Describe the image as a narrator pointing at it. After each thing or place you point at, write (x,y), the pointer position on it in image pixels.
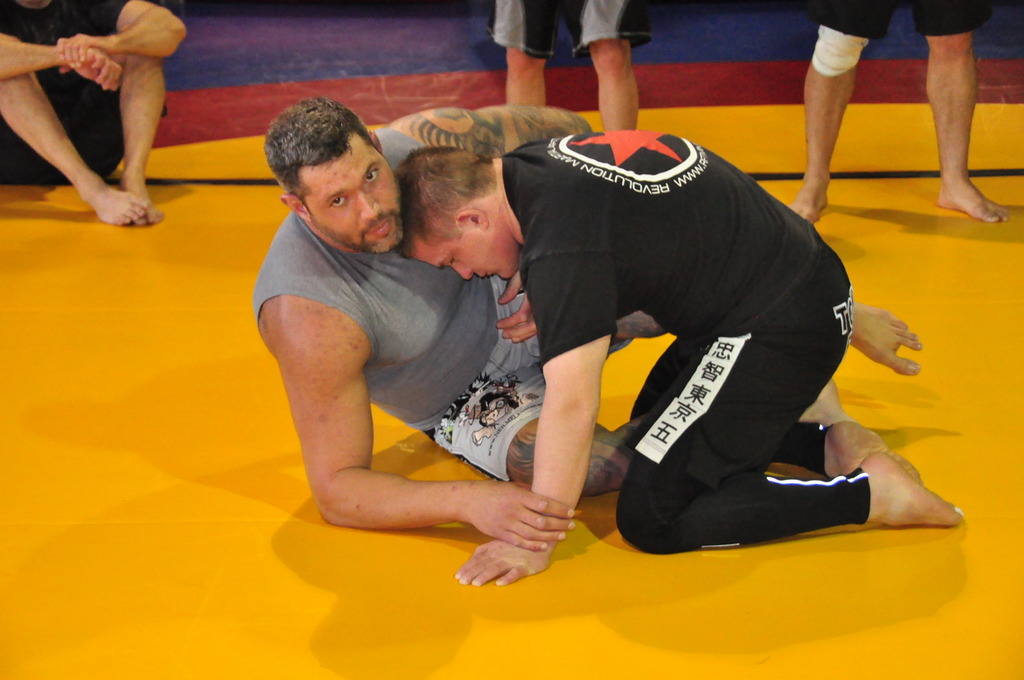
In the picture I can see a person (299,413) wearing grey color T-shirt (395,358) is having a tattoo (532,131) on his left hand (458,130) and sitting on the yellow color floor (732,559) and we can see another person (668,318) wearing black color dress (653,391) is sitting next to him. In the background (27,87), we can see three person (90,87) among them we can see a person (48,164) sitting on the floor (73,249) and he is on the left side of the image (63,130) and we can see two persons (959,59) are standing and they are on the right side of the image (851,40).
